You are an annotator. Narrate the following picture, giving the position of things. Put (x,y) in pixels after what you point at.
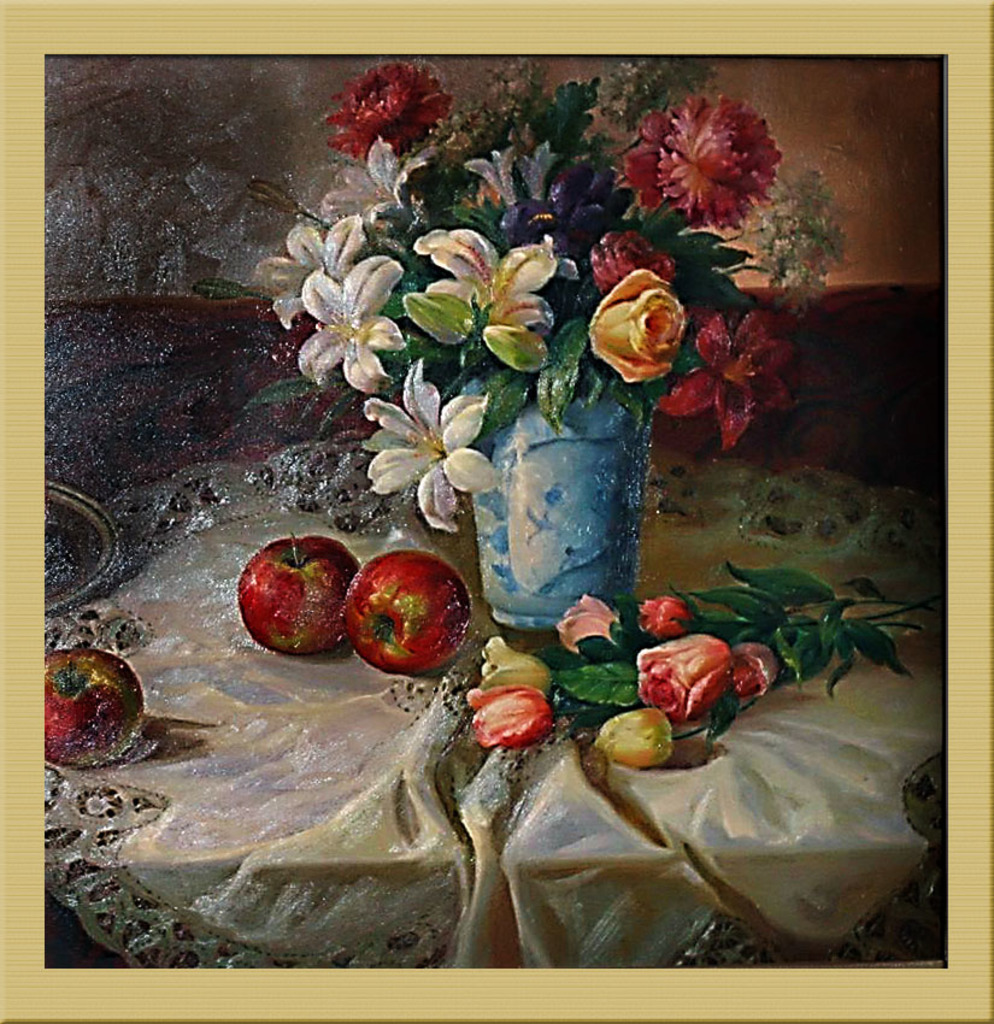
This image consists of a painting (661,370) of a flower vase (614,593) and some fruits (76,719). On the right side (795,669) there are few stems (743,627) along with the flowers (659,690) and leaves (591,692). These are placed on a white cloth (437,836). It seems like this is an edited image.
